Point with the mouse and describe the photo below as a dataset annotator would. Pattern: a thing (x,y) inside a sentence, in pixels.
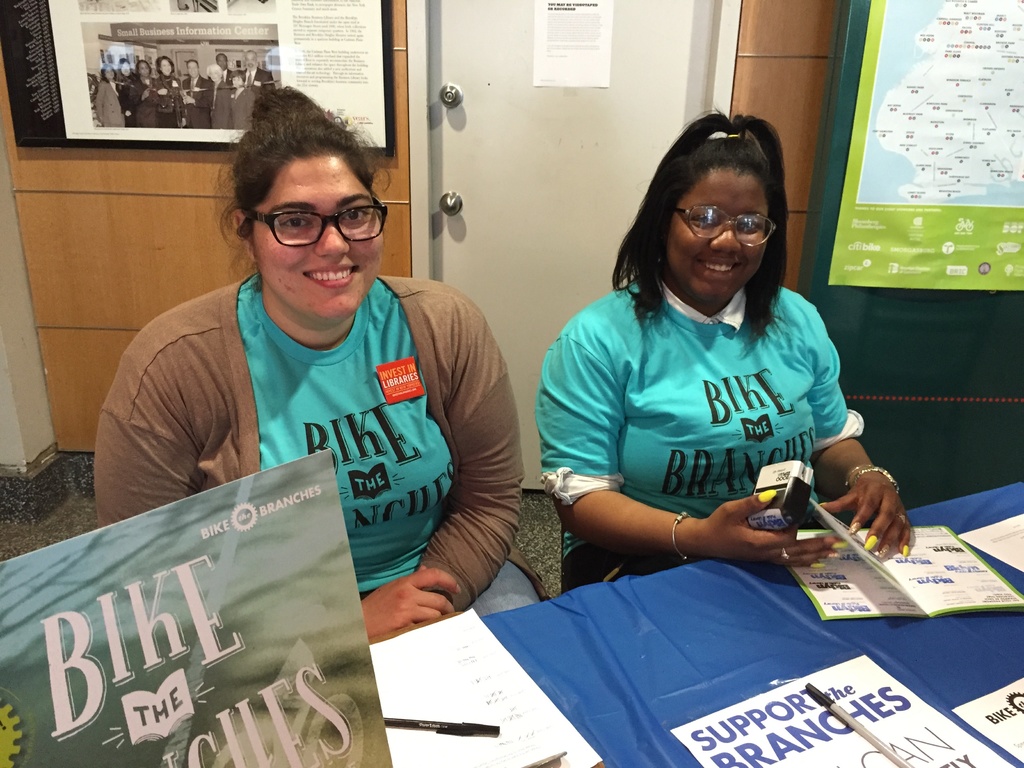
In this picture we can see two women (745,263) wore spectacles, smiling and in front of them we can see posters (1006,707), pens (486,732), book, cloth (759,597) and in the background (225,96) we can see a frame (225,96) on the wall (93,155), door (513,173), posters (552,67).
